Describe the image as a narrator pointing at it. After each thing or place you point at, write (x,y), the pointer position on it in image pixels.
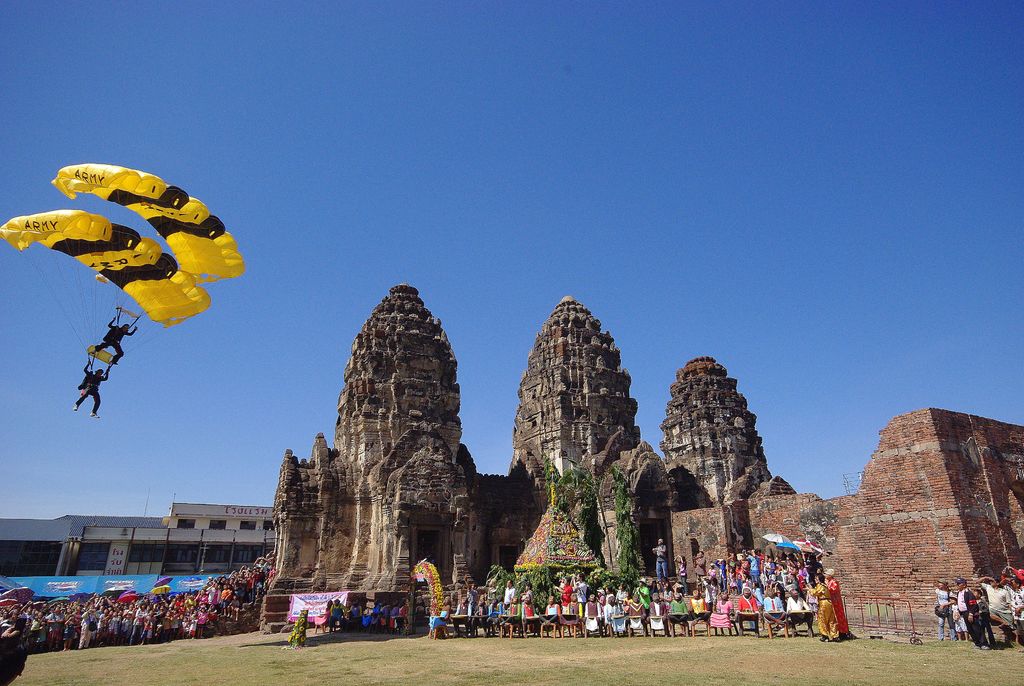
At the bottom of the image (516,642) there is grass (243,638). In the middle of the image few people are standing and sitting and holding umbrellas (29,595). Behind them there is a fort (922,567) and building (7,538). At the top of the image (308,74) there is sky (269,93). On the left side of the image (150,179) two persons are doing paragliding.
